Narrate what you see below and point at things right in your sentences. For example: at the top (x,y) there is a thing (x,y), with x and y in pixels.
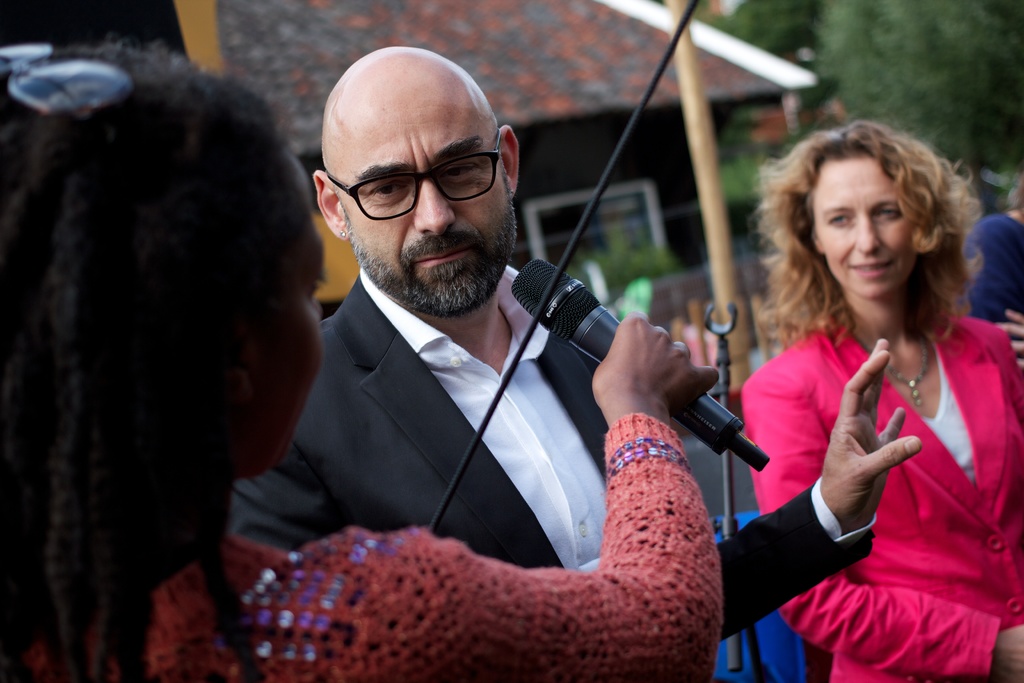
In this picture we can see three persons (604,458) in the middle (474,230). He has spectacles (376,202) and he is in black suit (329,403). She is holding a mike (576,308) her hand (619,349). On the background (897,107) there is a tree (913,65) and this is house (585,95). And this is the pole (682,38).
